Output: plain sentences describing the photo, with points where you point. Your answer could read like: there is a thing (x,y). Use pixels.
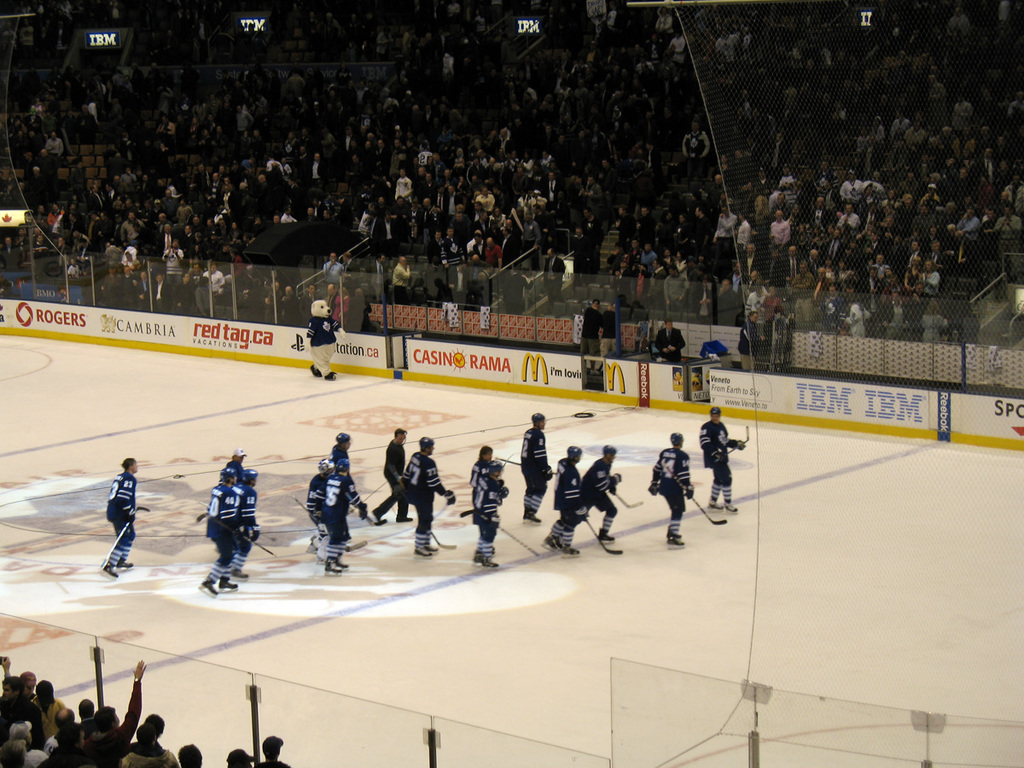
in this image in the front (185,709) there are persons (120,727) and there is a glass (352,725). In the middle (572,487) there are persons (656,488) skating. In the background (422,350) there are boards (381,352) with some text (225,334) written on it and there is a fence (537,324) and there are group of persons (559,178) standing and sitting and there is a person (317,343) wearing costume of an animal (323,336).
